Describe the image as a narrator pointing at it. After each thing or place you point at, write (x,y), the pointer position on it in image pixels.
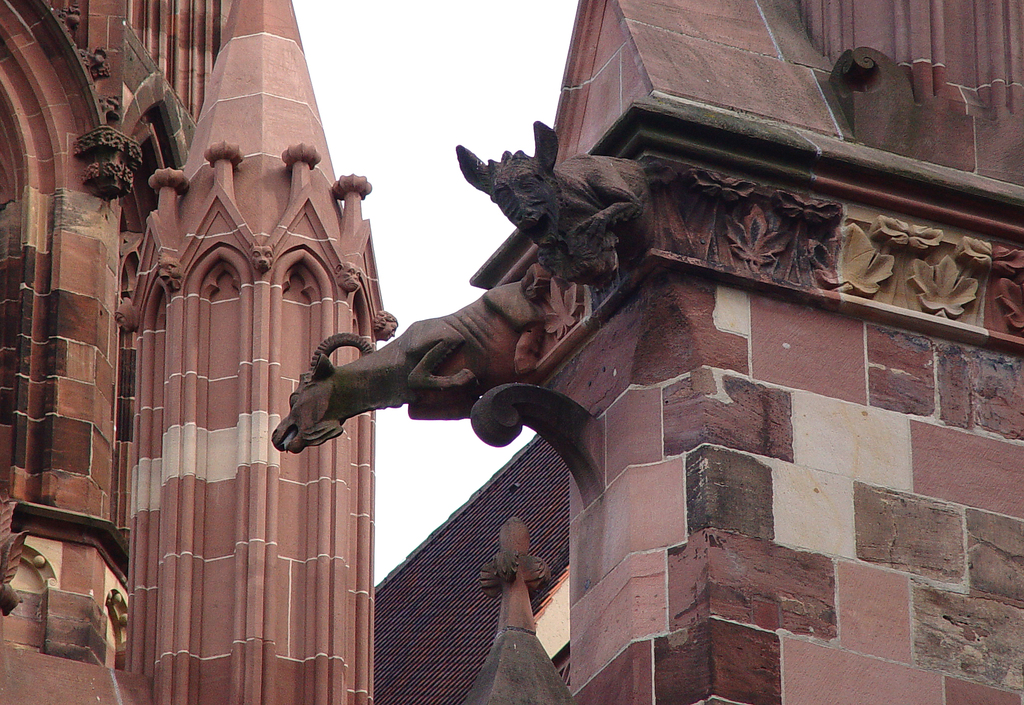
This picture is clicked outside. In the foreground (195,75) we can see the buildings (56,674) and a tower (164,298) and we can see the sculptures (598,264) of animals (413,390) attached to the buildings (769,199). In the background (407,148) we can see the sky (418,264).
